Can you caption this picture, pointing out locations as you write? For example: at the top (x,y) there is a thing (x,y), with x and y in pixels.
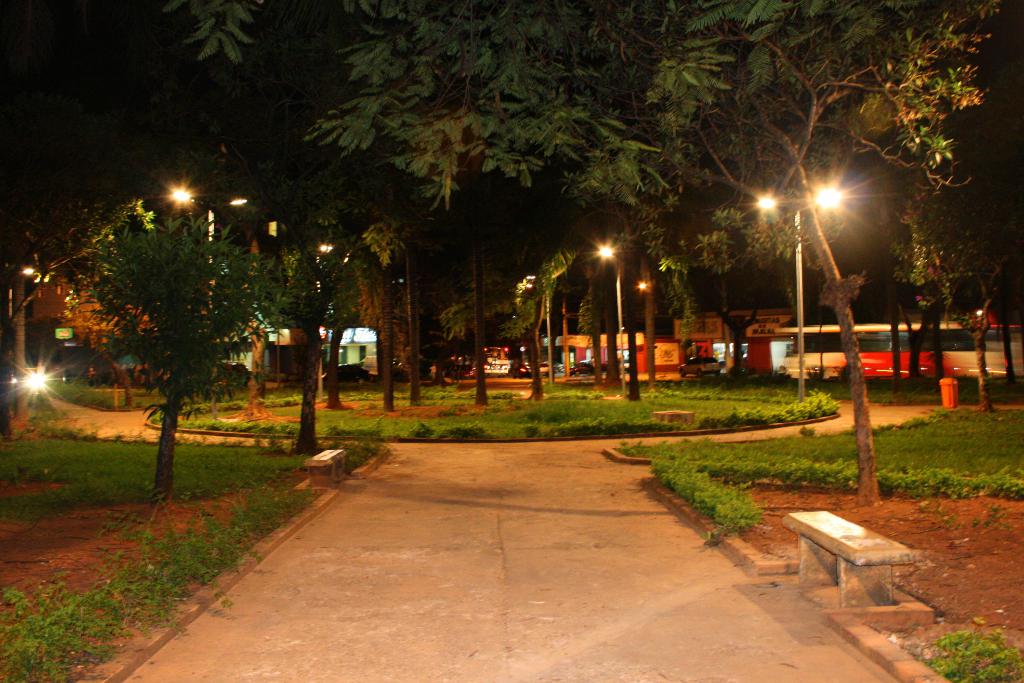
In this image on the left side (205,533) there's grass (131,491) on the ground (102,441). There are trees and there is an empty bench (322,453) and on the right side (824,532) there is an empty bench (840,550) and there is a tree (866,434), there is grass (936,451) on the ground (936,451) and there is an object (952,398) which is red in colour and there are trees (979,362). In the background (350,350) there are trees (637,373), poles (322,385) and buildings (360,359).
